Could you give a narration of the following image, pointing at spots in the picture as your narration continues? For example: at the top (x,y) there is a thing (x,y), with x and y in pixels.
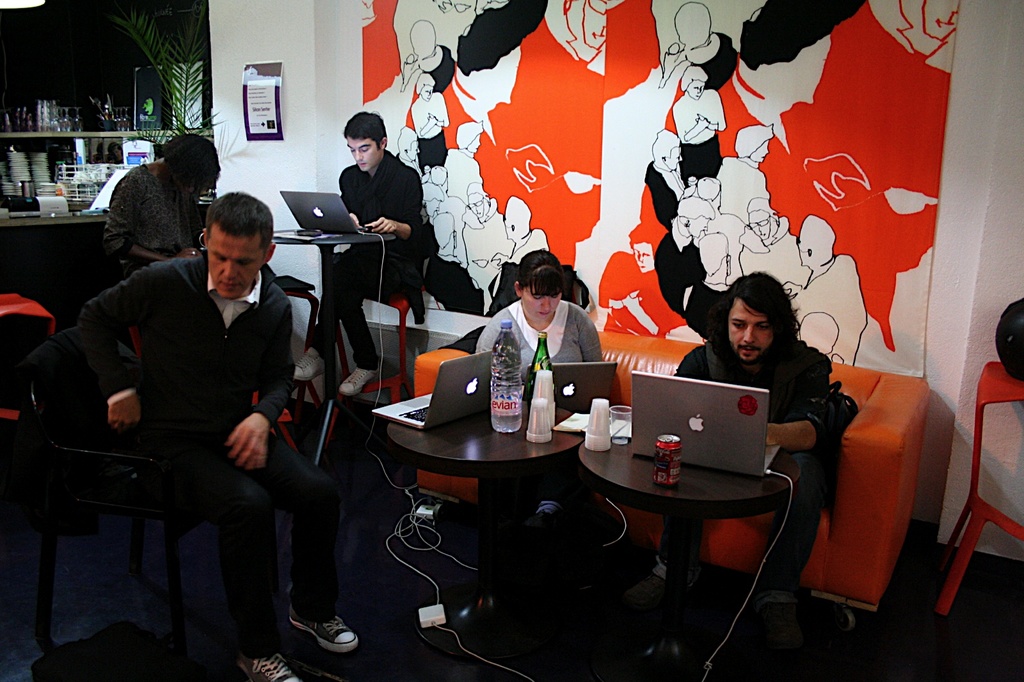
On the background (639,72) we can see a wall (702,231) which is painted with humans (696,68). This is a board (245,99). We can see plates (12,161), glasses (121,119) in a rack (131,136) here. In front portion of the picture we can see persons (704,359) sitting on chairs (20,300) in front of a table (690,480) and working with laptops (566,400) and on the table (516,440) we can see glasses (537,420), bottles (511,393). This is a floor (557,654). Here we can see adapter (429,614).
